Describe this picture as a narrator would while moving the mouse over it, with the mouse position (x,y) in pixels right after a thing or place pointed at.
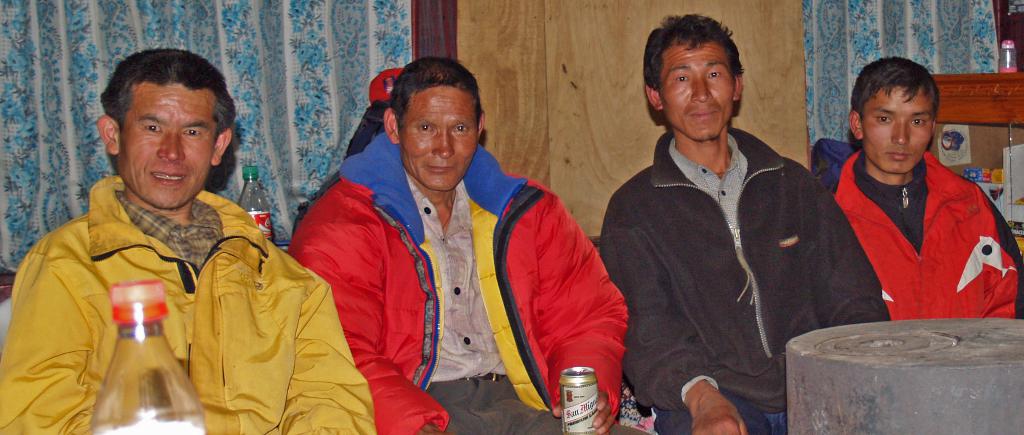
In this image we can see four people (637,242) sitting, before them there is a bottle (177,370) and a table (878,395). On the right (979,169) there is a stand (1012,180) and we can see things (1005,185) placed in the stand (1017,94). In the background (833,51) there are curtains (285,79), wall (591,58) and bottle (258,217).
